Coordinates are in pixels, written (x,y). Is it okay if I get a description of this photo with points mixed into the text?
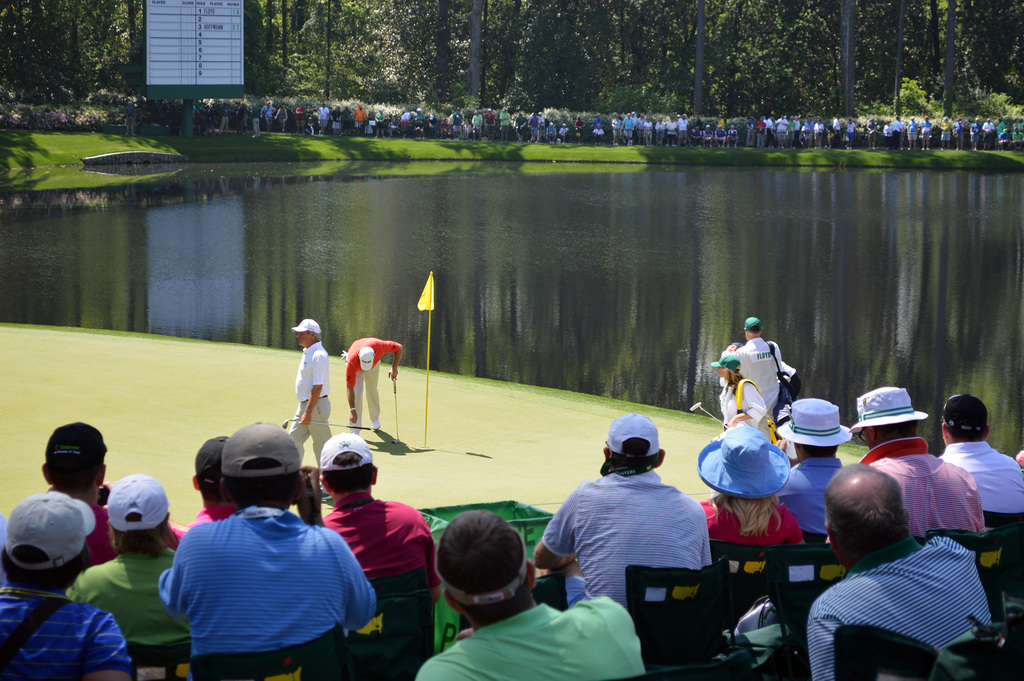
In this image there are people (839,511) sitting on chairs (817,565), in front of them there are golf players (316,419) standing and there is a flag (430,316), in the background (241,319) there is a pond (872,236) and people (419,127) standing near the pond (962,216) and there are trees (274,72) and a board (179,57) on that board (210,38) there is text (207,26).
